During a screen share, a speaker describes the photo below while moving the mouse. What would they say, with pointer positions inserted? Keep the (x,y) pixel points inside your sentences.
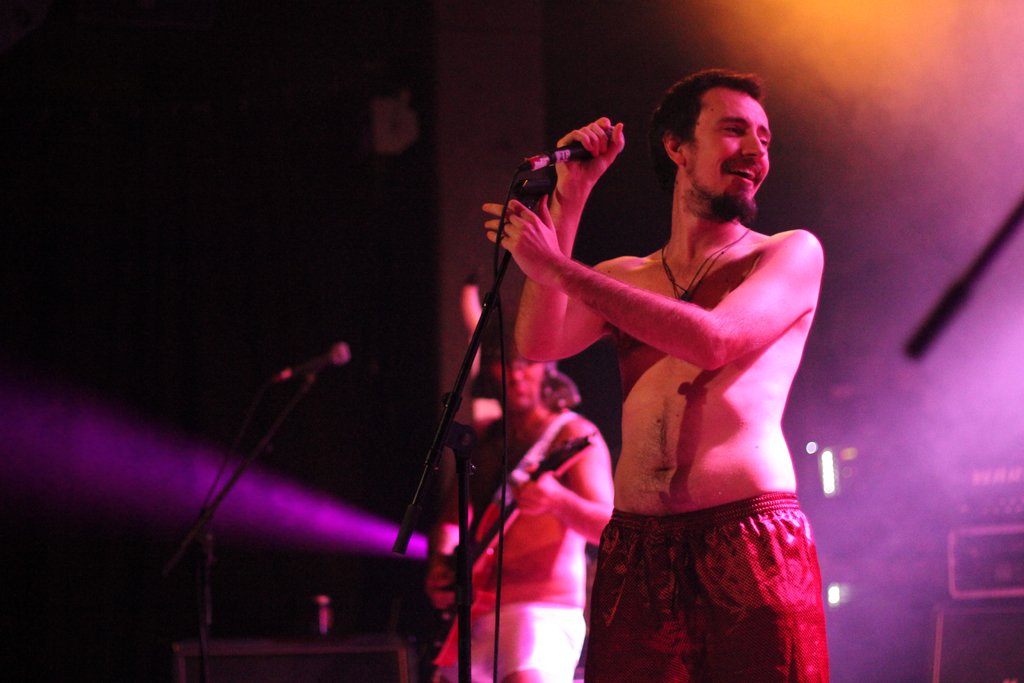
In this picture we can see a man (617,650) holding a mike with his hand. He is smiling. And here we can see a person (513,545) who is playing a guitar (484,552). And this is the light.
